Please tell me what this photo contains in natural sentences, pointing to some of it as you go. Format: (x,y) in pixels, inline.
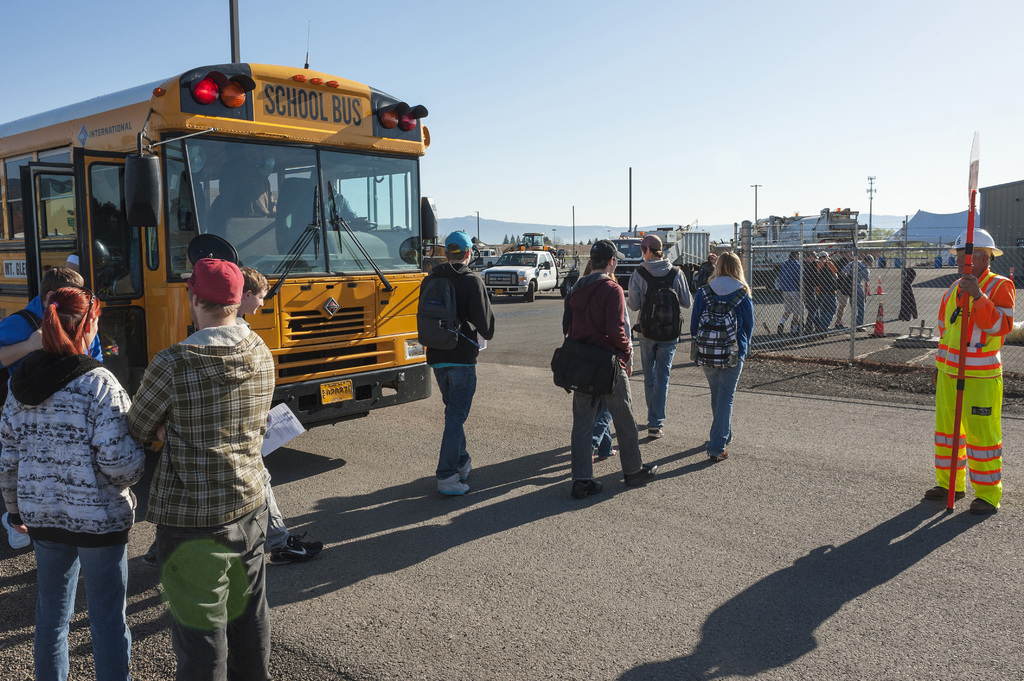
In the image we can see few persons (467,352) wearing backpacks (722,344) and there are walking. Beside the persons (658,358) we can see a bus (354,296). On the bus (392,292) we can see the text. On the left side (29,450), we can see few persons (138,445). On the right side (942,390), we can see a person (948,314) holding a pole (967,316), fencing (941,286), group of persons (861,286) and a shed (1011,232). In the background (821,228), we can see vehicles (777,226), poles (629,226), mountains (664,226) and a tent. At the top (781,215) we can see the sky (686,99).
